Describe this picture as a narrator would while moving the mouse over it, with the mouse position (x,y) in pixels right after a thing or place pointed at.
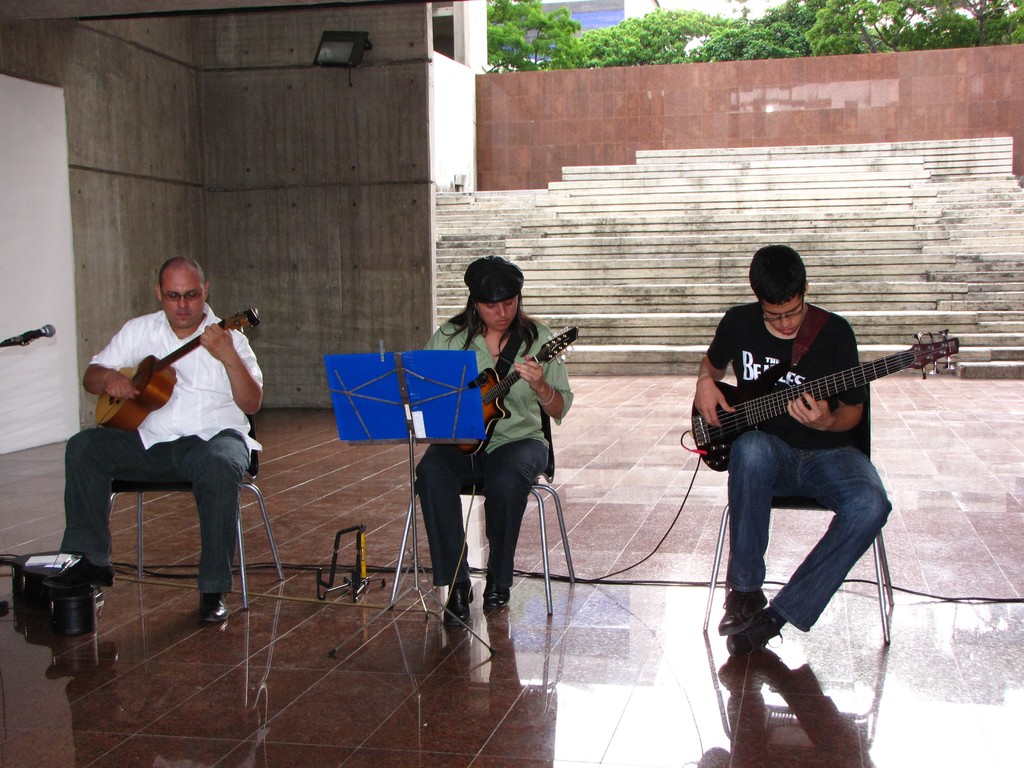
It looks like a music class there are three people (197,499) sitting on chairs (278,573) and playing the guitar (729,428) they are sitting on a marble floor (601,560), in the background (840,99) there is a stone wall (679,144) above it there are few trees (660,21).
